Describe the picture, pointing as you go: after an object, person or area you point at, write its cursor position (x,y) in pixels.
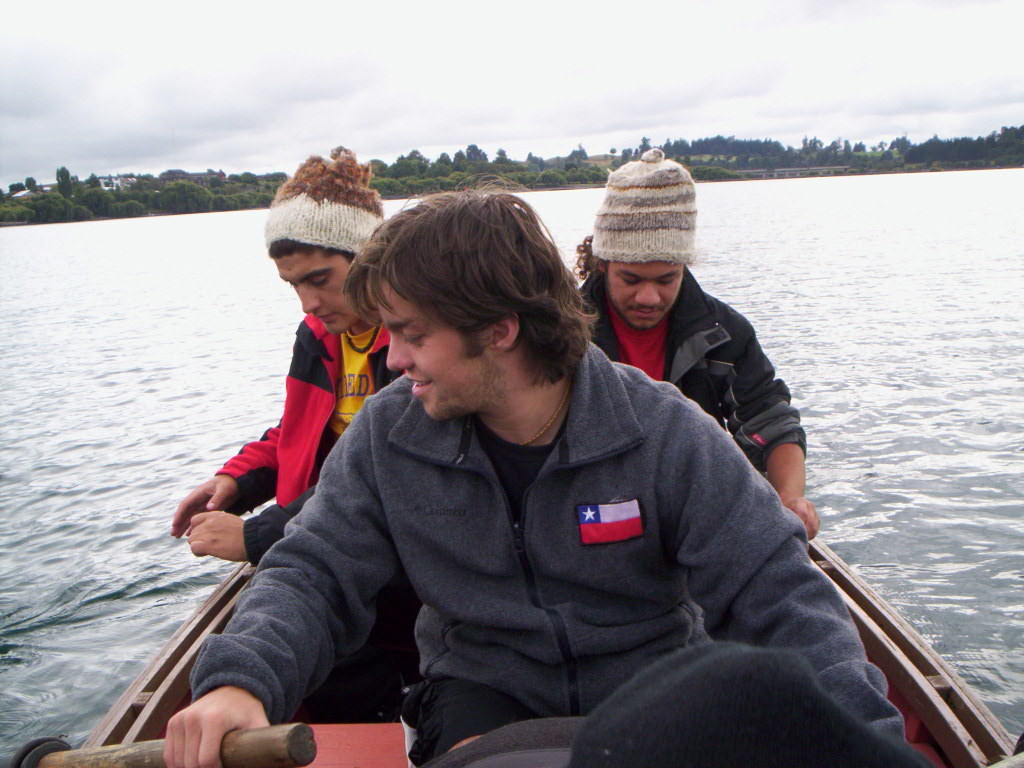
In this image we can see three persons (587,371) sitting in a boat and we can also see water (166,231), trees (733,144) and sky (365,42).
